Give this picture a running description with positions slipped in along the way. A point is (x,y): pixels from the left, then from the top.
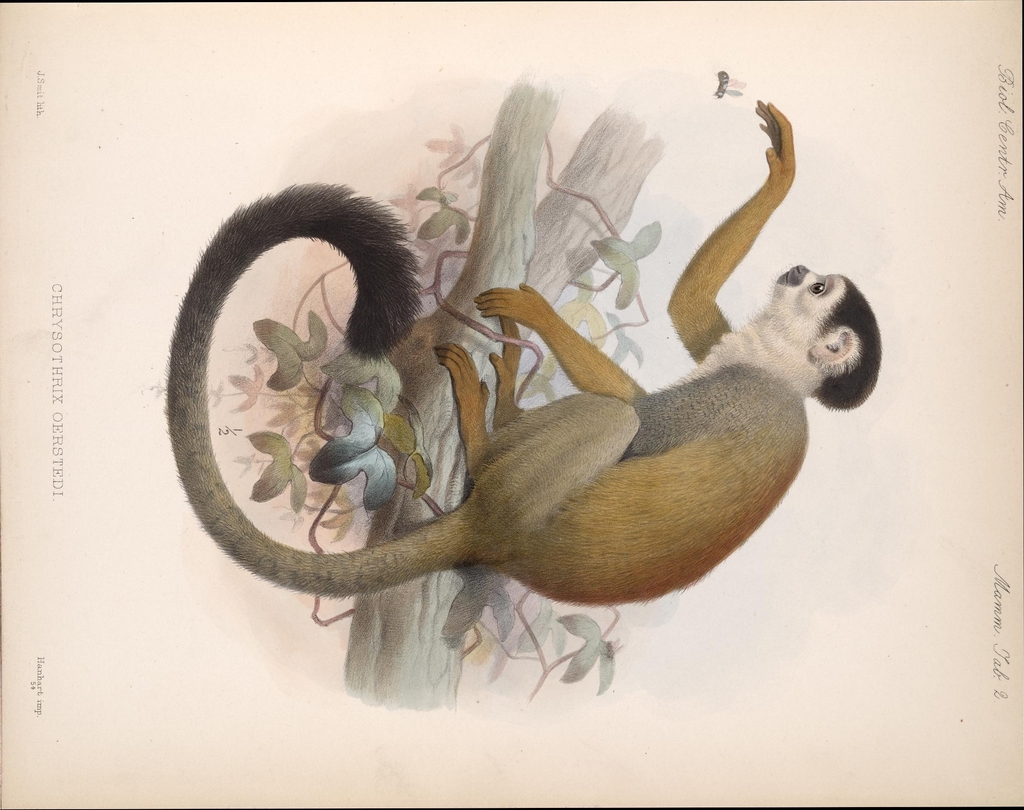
This is a painting, in this image in the center (436,490) there is a monkey (650,449) which is on a tree (512,138), and on the right side (1001,78) and left side of the image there is text (1000,94).
